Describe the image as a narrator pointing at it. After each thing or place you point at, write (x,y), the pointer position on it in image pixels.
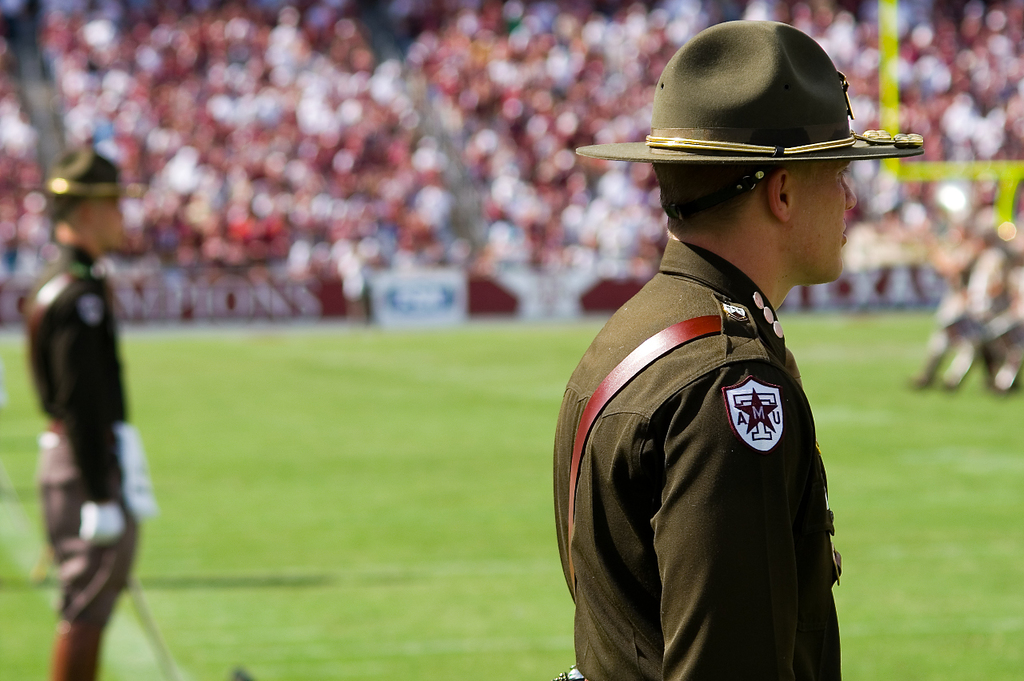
On the left side (49,395), there is a person (110,297) in uniform (114,414), standing on the ground (378,615), on which there is grass (337,626). On the right side (801,503), there is another person (817,269) in uniform (665,422), wearing a cap (763,148) and standing. And the background (978,91) is blurred.
